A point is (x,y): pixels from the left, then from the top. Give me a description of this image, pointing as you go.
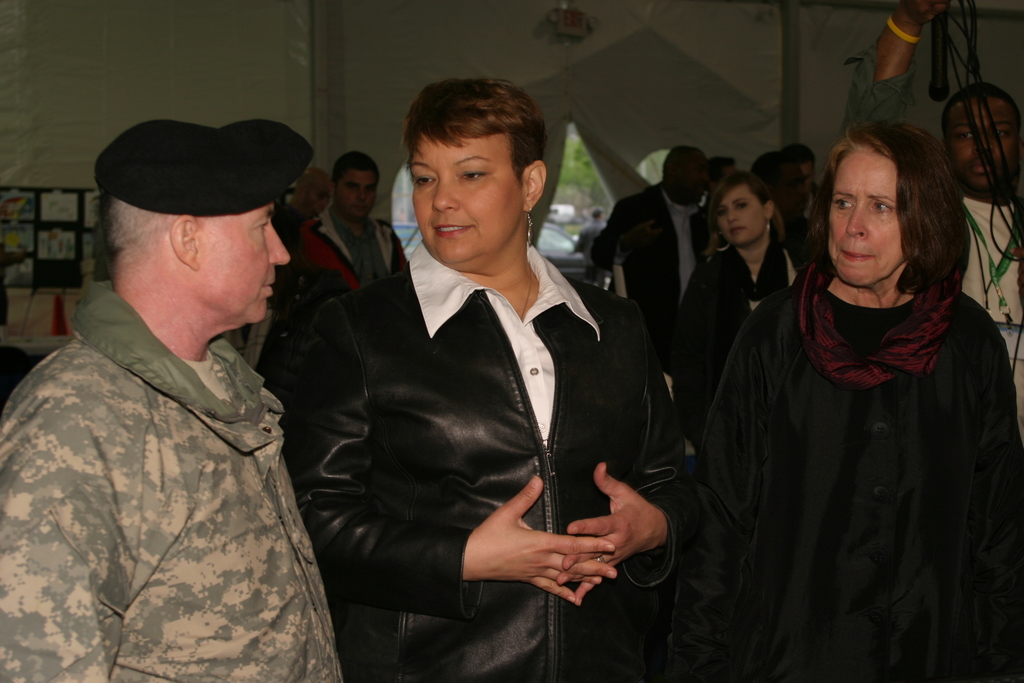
On the left side (175,350), there is a person (179,345) in a uniform (120,426), standing. Beside him, there is a woman (519,422) in a black color jacket (432,508), smiling and standing. On the right side (940,505), there is a woman (813,329) in a black color dress (819,526), standing. In the background (904,75), there are other persons (965,150) standing and there is a wall (249,9).
